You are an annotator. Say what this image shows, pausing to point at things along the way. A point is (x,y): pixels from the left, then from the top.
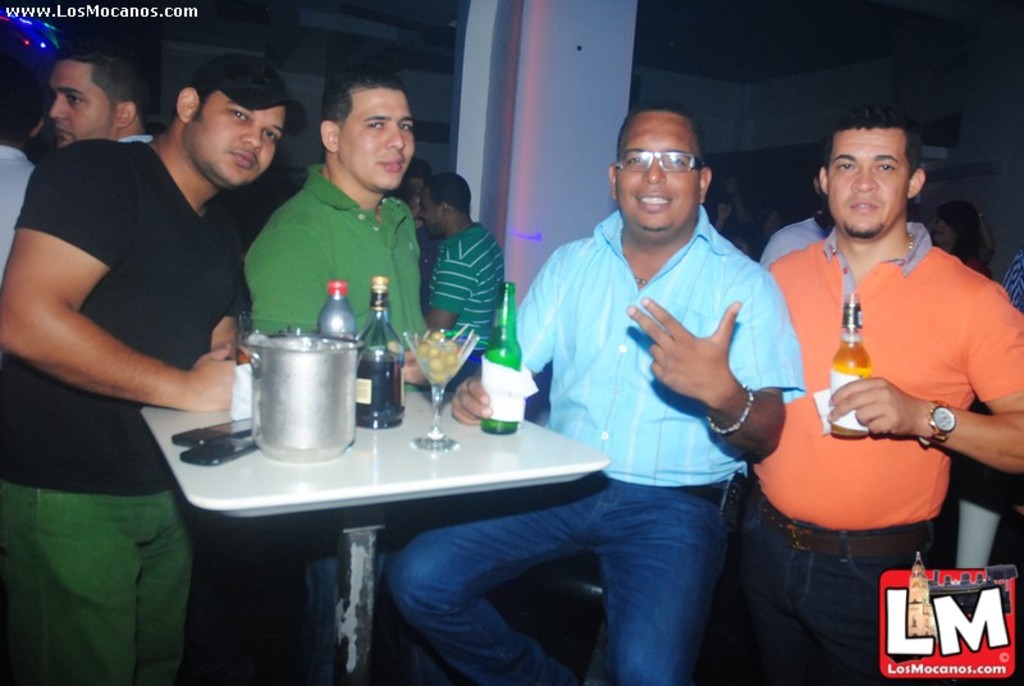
In the image there are few men (350,260) stood around table (358,475) which has wine bottles (358,364) on it. this looks like a bar (1021,89).
